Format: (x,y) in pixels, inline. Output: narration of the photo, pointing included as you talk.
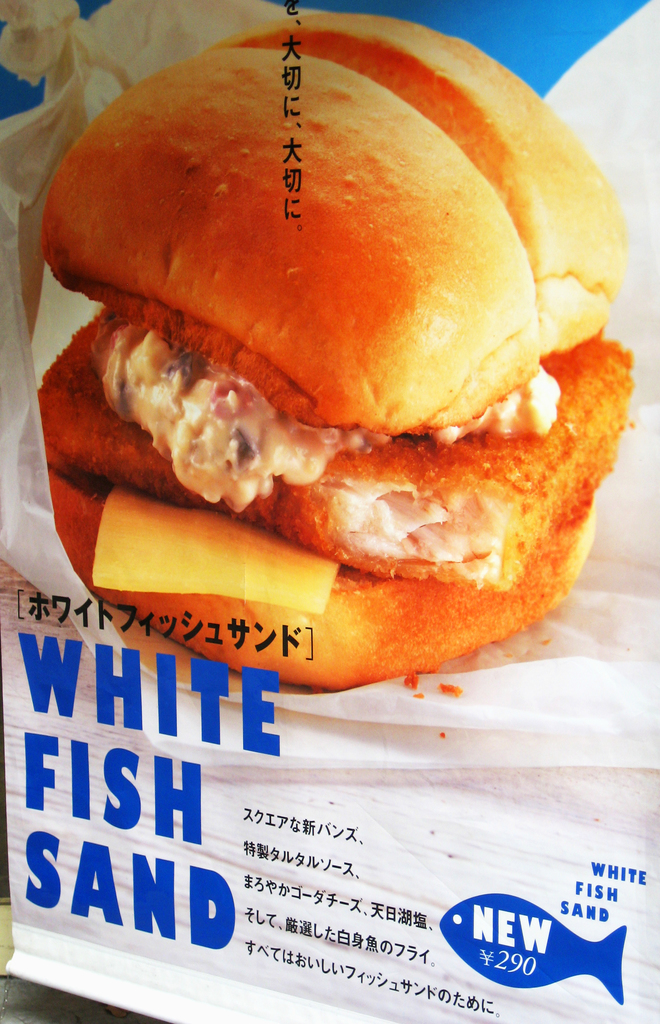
In this image, we can see a burger (420,340) and there is a white color paper (471,709).
